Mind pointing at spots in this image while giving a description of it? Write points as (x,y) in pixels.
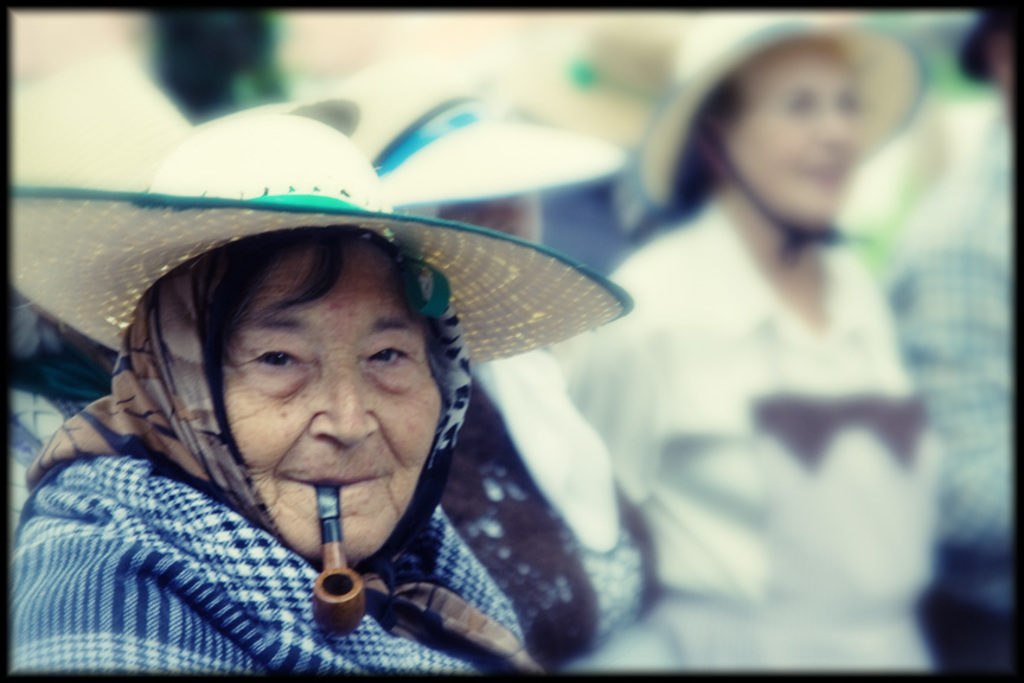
In this image I can see a person (267,405) wearing cream colored hat (209,211) and blue colored cloth (136,540) and I can see a pipe (326,506) which is black and brown in color in her mouth (343,475). In the background (460,519) I can see few other persons (774,233) wearing hats (474,187) are standing.
